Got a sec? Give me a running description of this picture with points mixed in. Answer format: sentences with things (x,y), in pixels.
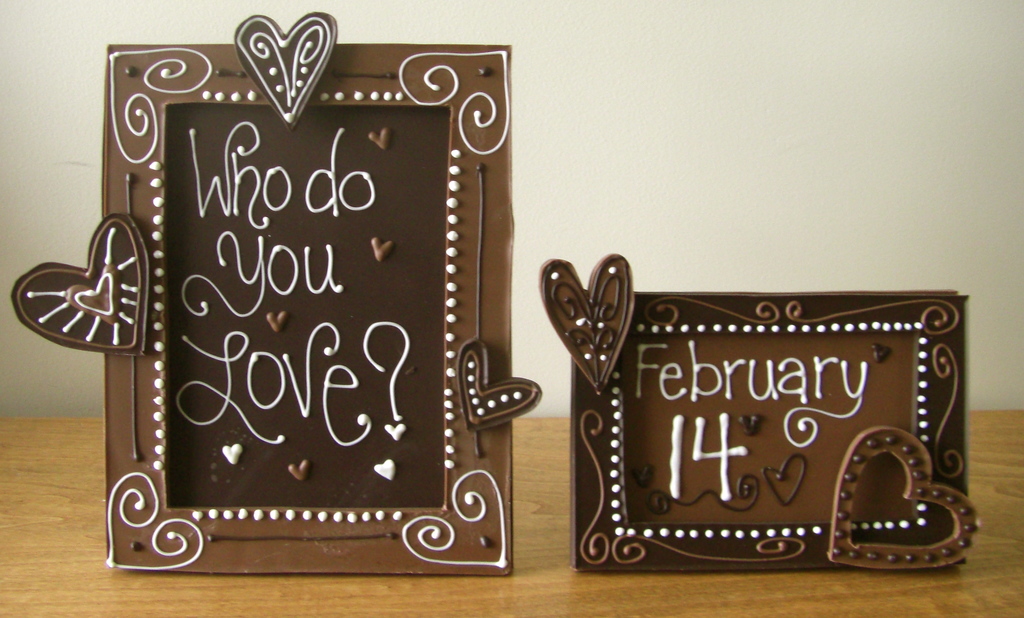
The picture I can see two brown color frames (798,555) on which I can see some text (807,402) is written is placed on the wooden surface (76,581). In the background (34,102), I can see the wall (509,2).
